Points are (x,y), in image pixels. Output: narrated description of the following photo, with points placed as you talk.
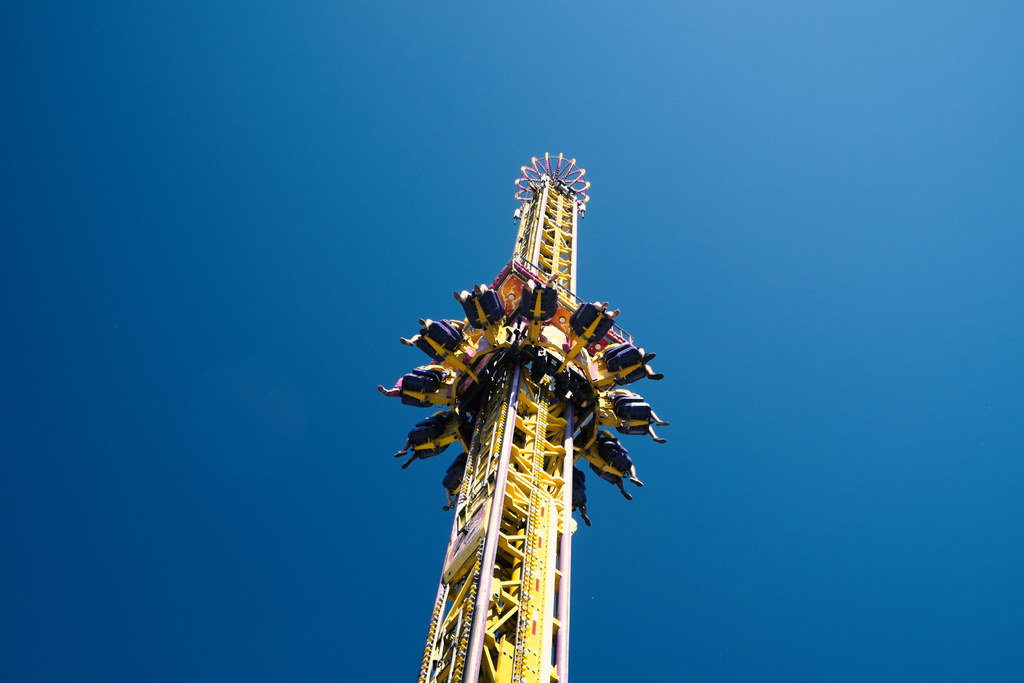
In this image I can see a yellow color amusement park ride (526,447) and on it I can see few people (614,349) are sitting. In the background (687,188) I can see blue color.
